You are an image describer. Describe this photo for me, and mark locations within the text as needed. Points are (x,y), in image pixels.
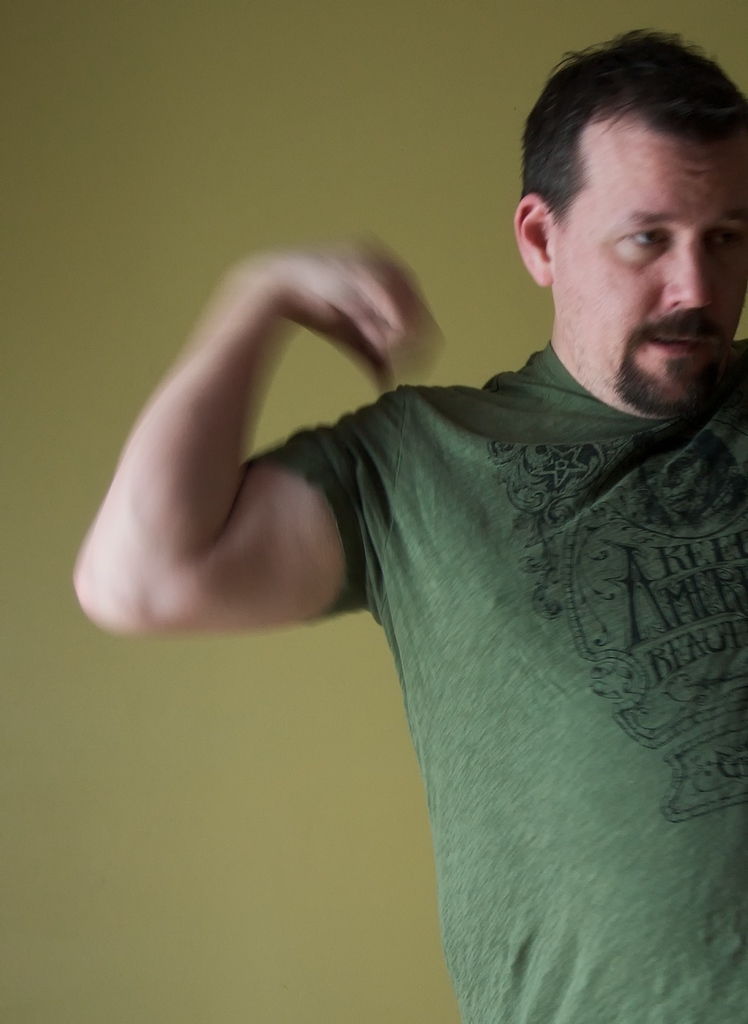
In this picture we can see a man (568,642) standing here, he wore a green color t-shirt (538,625), in the background (398,143) there is a wall (344,147).
